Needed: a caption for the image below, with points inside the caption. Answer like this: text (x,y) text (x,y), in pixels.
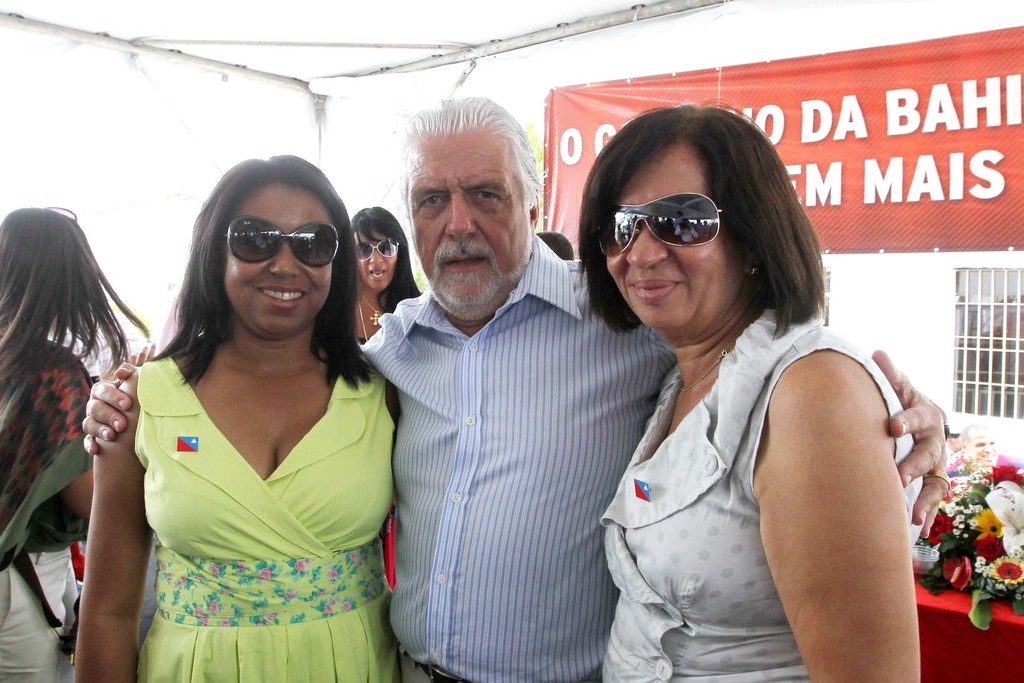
This picture seems to be clicked inside the room (861,333). In the center (488,369) we can see a man (483,325) wearing blue color shirt (464,370) and standing and we can see the women (716,484) wearing dresses (690,546), goggles (646,226) and standing. In the background (964,516) we can see the flowers (986,539), leaves (955,555) and group of persons (67,405) and we can see the text (908,117) on the banner (974,221) and we can see the window (982,293), metal rods (427,45) and some other objects (466,37).
